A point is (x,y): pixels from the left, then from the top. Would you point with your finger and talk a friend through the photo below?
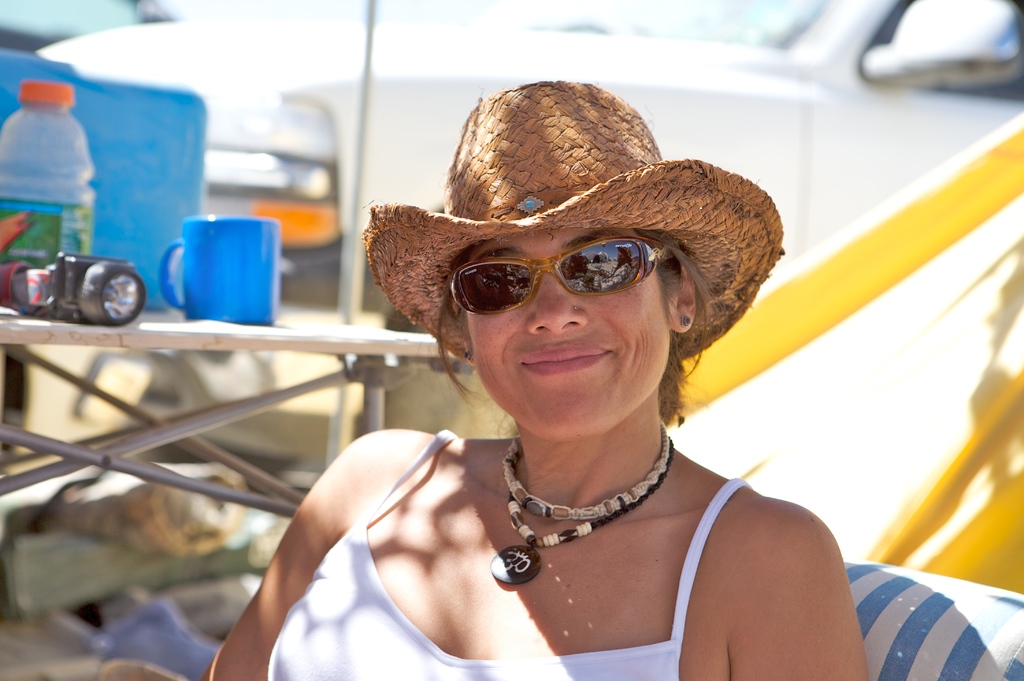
In the center of the image (487,349) a lady (517,425) is sitting and wearing goggles (498,277), hat (537,188). On the left side of the image (131,332) there is a table (117,328). On the table (105,343) we can see headlamp (90,282), cup (219,267), bottle (64,199) and box (126,137). In the background of the image (610,42) we can see poles (370,28), vehicle (801,160) and some objects (904,339).
